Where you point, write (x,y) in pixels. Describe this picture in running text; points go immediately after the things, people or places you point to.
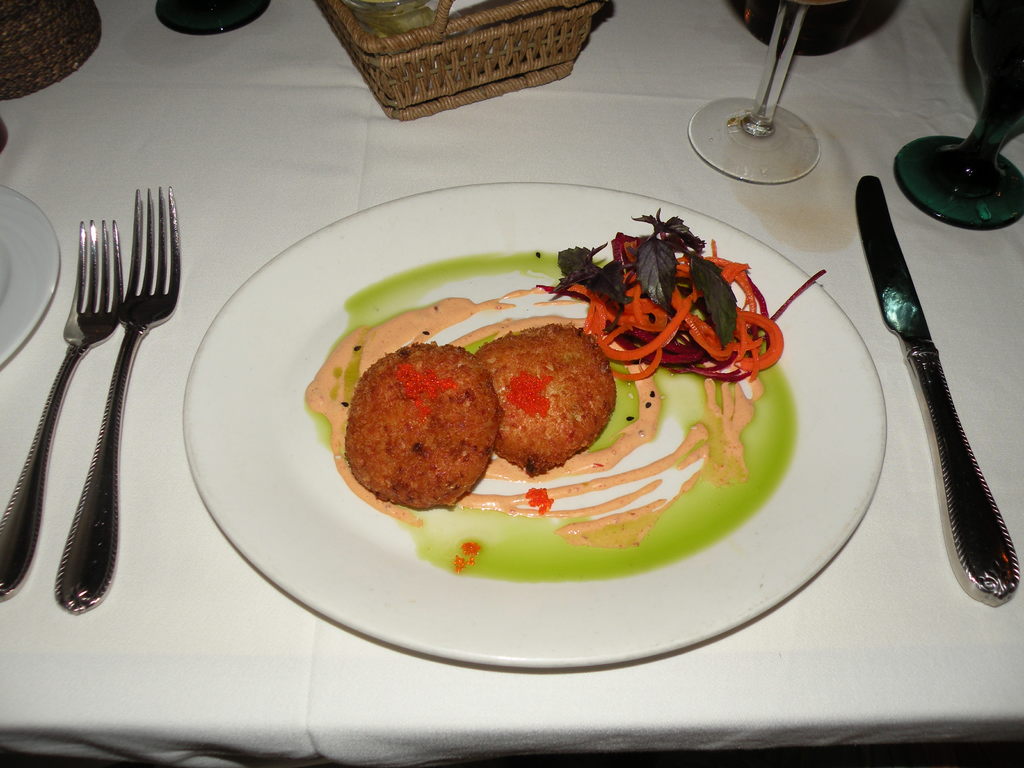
In this picture I can see food (558,362) in the plate (545,295) and I can see couple of forks (134,306) and a knife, I can see a basket (444,110) and few glasses (978,136) on the table (963,281).
